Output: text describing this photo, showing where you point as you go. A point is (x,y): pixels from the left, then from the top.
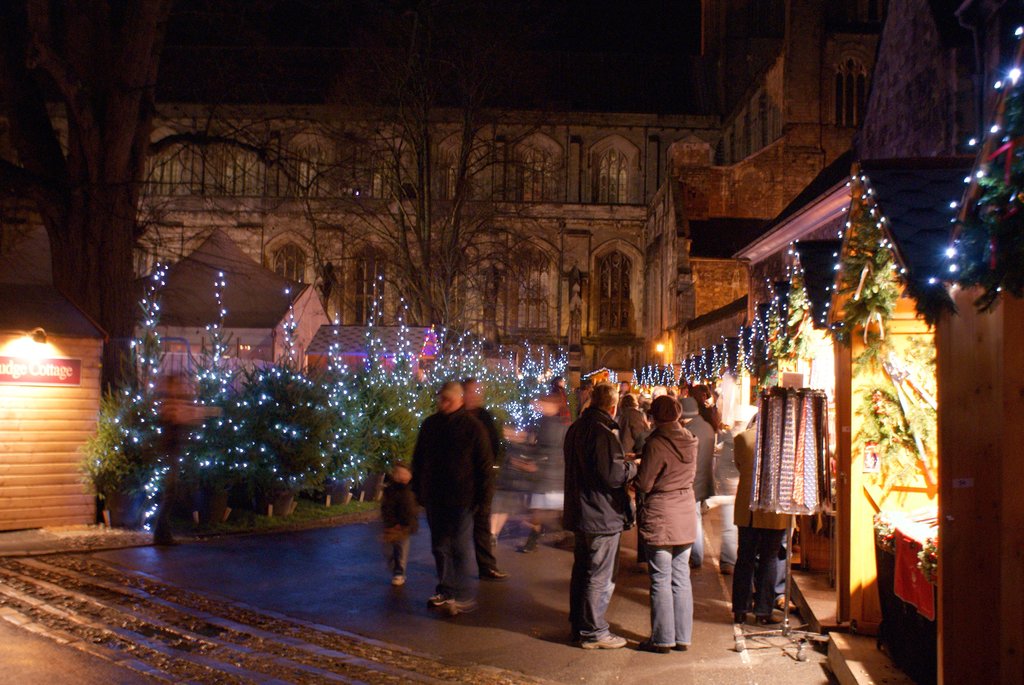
In the foreground of this image (622,525), there are people (638,529) standing and walking on the path (301,645). On the right (888,292), there are few lights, a stand (827,388) and a building (968,563). On the left (181,287), there are trees (434,303), buildings (514,170) and the shelters (245,348). At the top (543,33), there is the dark sky (528,21).
